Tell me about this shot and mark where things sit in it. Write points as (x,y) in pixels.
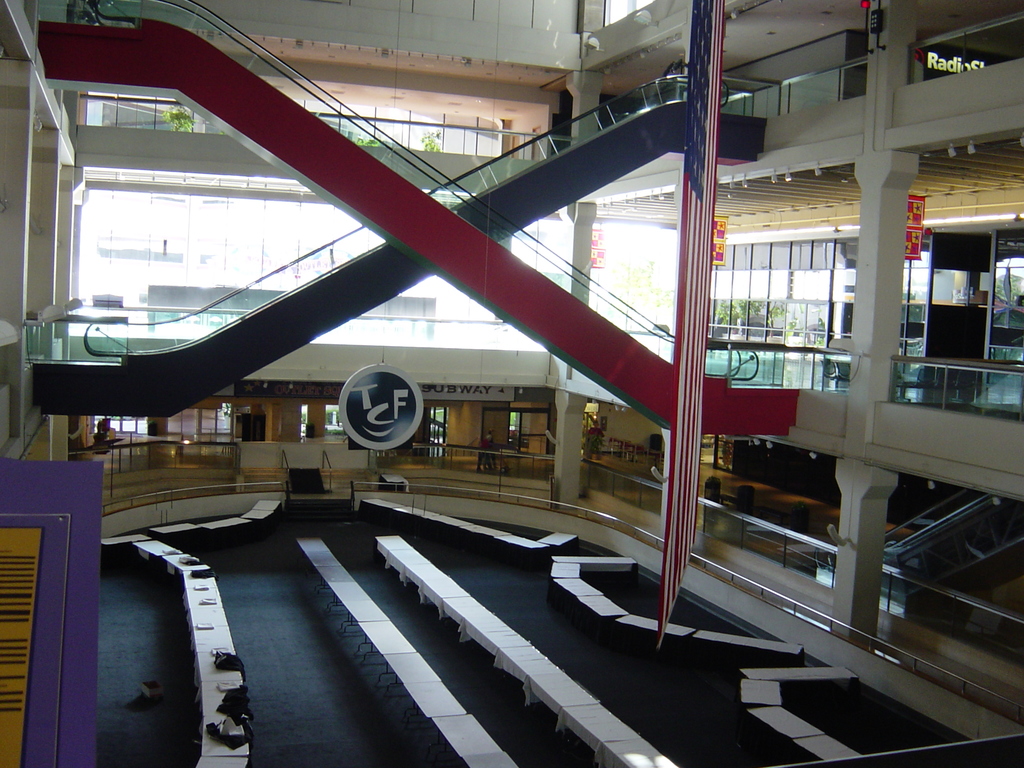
In this image I can see number of white colour tables (221,532), few boards (87,566), few plants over there and here I can see something is written.
